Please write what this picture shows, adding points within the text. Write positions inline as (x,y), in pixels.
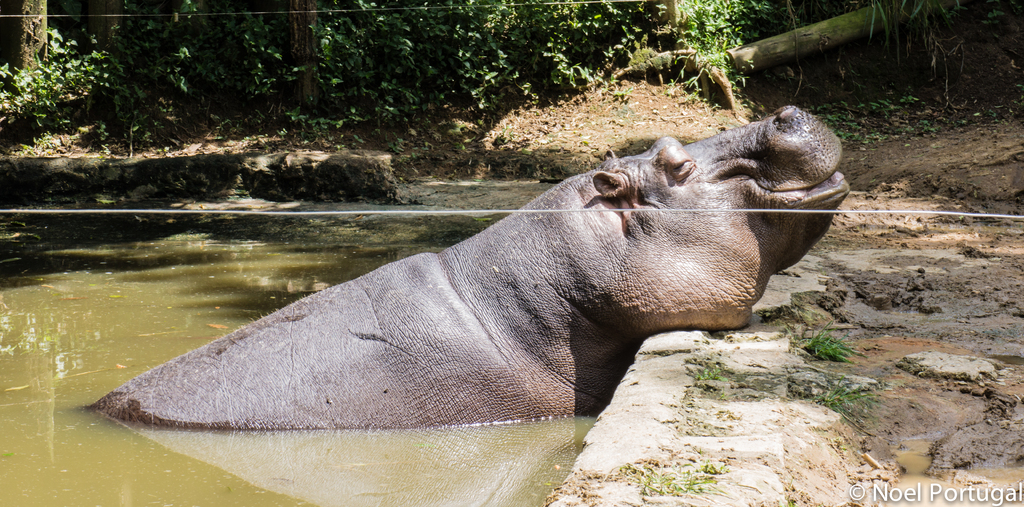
In this picture we can see a hippopotamus (403,339) in the water (212,452), beside to it we can find a cable (471,210), in the background (771,3) we can see few trees (320,98), at the right bottom of the image (869,497) we can find a watermark (951,485).
